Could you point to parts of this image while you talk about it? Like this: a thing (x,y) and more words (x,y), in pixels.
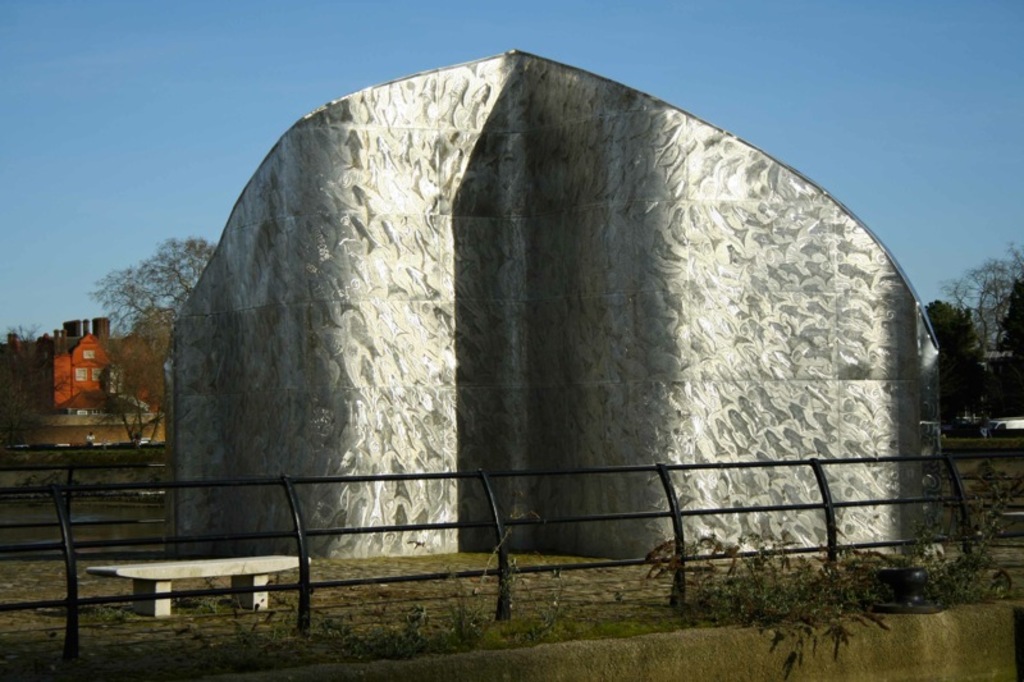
In this image I can see an architecture (490,448) in white color. In front (139,586) I can see the bench (122,575) and the railing (425,527), background (80,357) I can see few trees (162,314) in green color, few buildings (60,361) and the sky (197,93) is in blue color.
